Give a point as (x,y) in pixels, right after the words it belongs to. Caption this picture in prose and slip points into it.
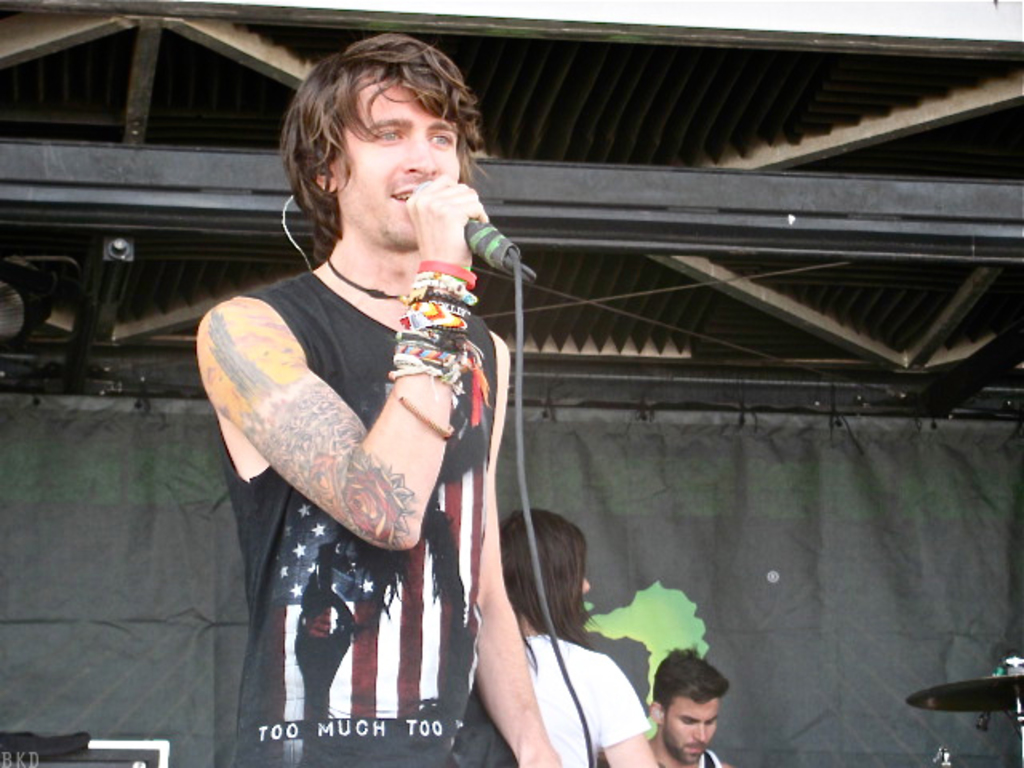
He is standing. He's holding a mic (498,233) and his singing a song.
